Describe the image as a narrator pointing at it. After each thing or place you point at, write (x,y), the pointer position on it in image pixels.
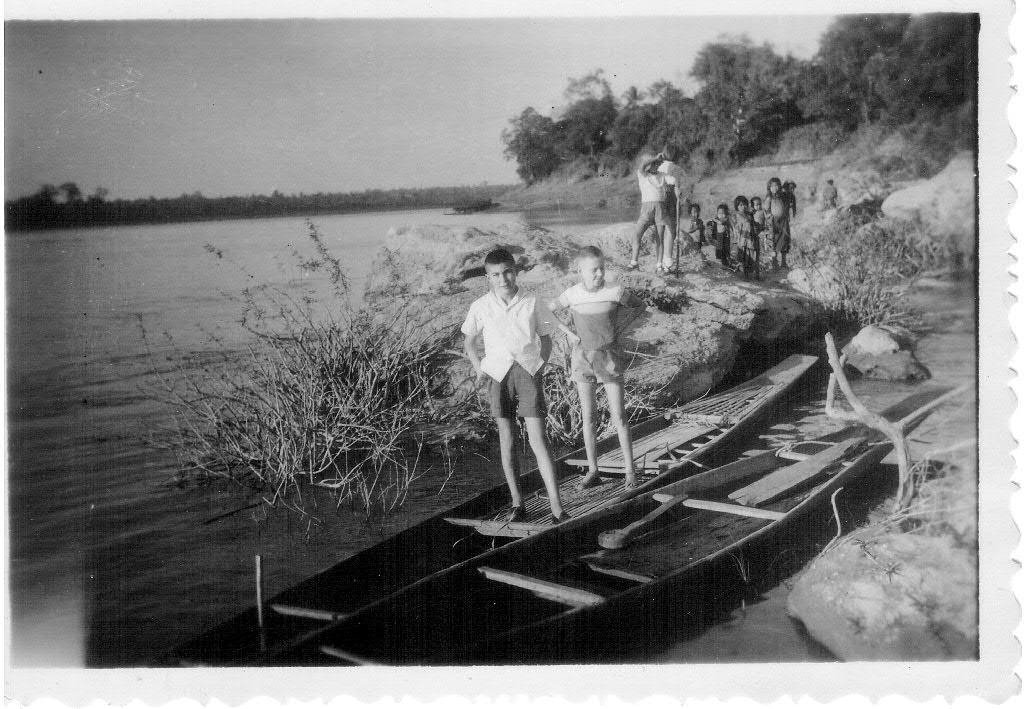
Two person (591,370) are standing in the boat (638,434), where people (721,218) are standing, here there are trees (755,74), this is water (215,275) and a sky (317,89).
